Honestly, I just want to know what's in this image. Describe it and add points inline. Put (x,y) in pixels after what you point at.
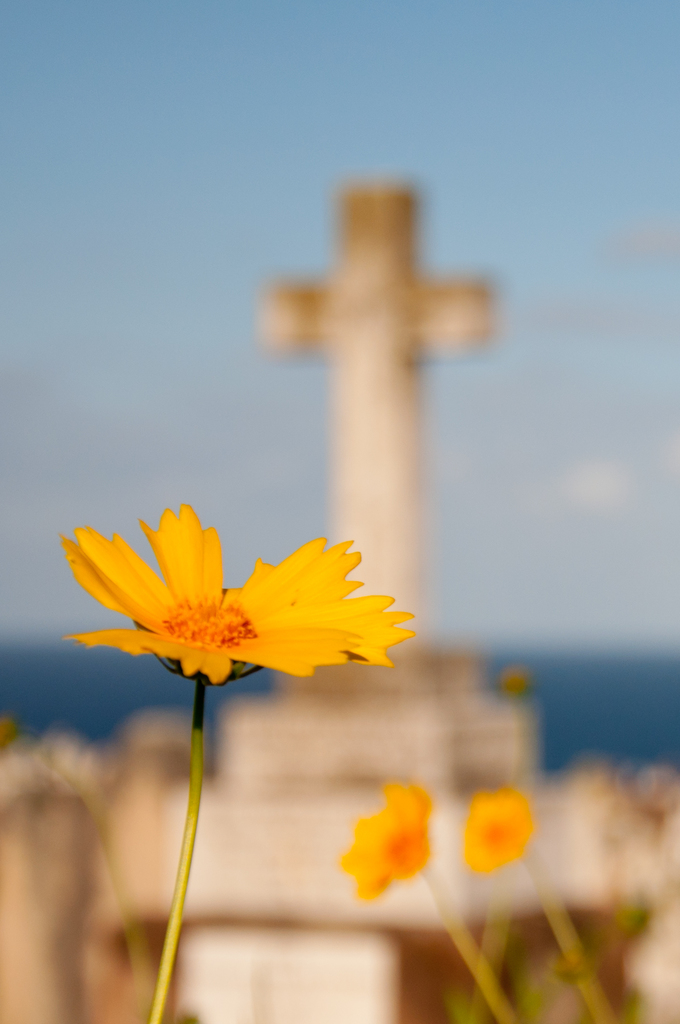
In the picture we can see a flower (171,667) which is yellow in color with a stem (181,902) and beside it, we can see two flowers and far away from it, we can see a cross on the stone (337,920) and behind it we can see the water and the sky (597,603).
